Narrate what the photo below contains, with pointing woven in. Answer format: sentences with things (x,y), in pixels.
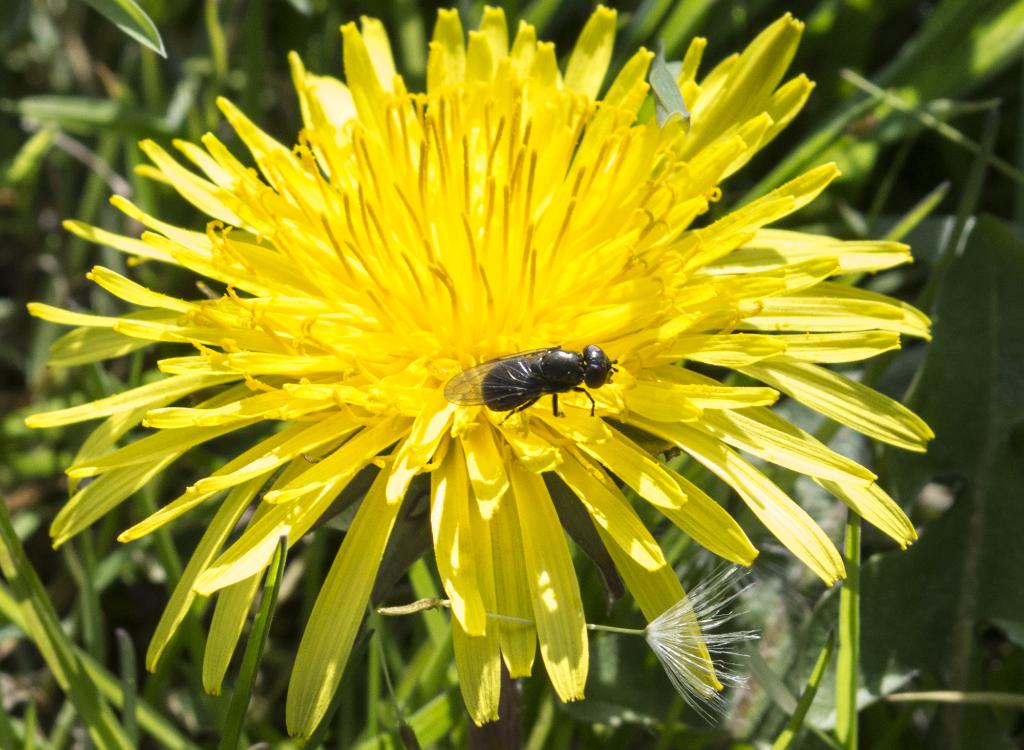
In the foreground of the picture (388,225) there is a flower (275,175), on the flower (262,531) there is a fly (541,380). In the background (404,722) there is greenery (983,205).
